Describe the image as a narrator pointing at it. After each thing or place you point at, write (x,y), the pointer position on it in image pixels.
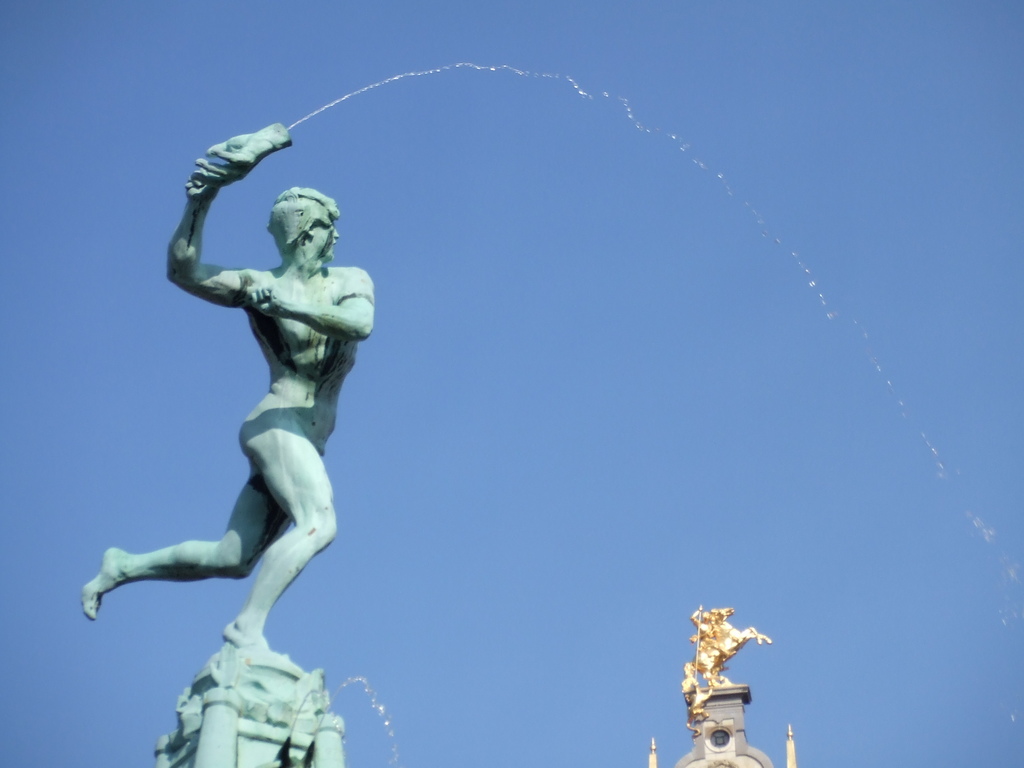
In this image I can see the statues (300,314). In the background (552,180), I can see the sky (832,172).
